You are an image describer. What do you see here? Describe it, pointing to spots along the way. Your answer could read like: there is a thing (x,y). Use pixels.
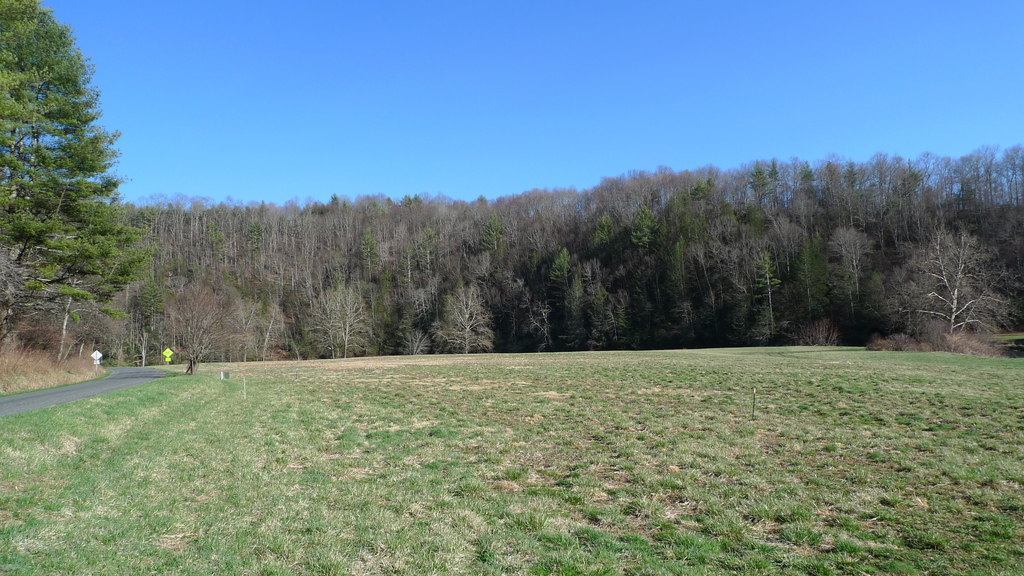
In this image there is a grass (504,460) on the surface (496,468). At the left side (79,389) there is a road (121,373) and sign boards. At the back side (373,275) there are trees (164,247) and at the top (417,120) there is sky (332,104).
